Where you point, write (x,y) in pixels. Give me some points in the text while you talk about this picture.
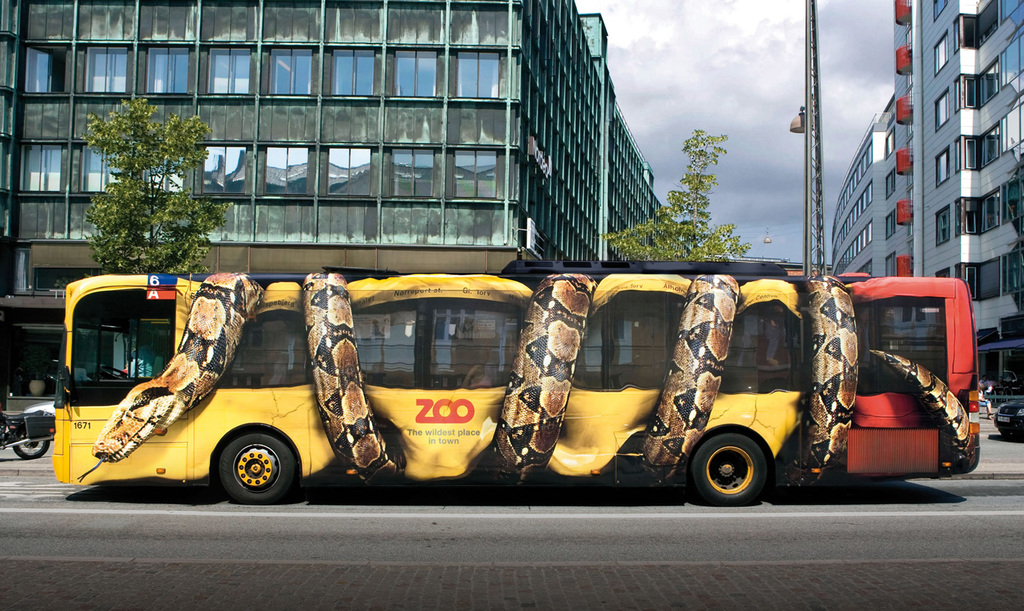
In this image we can see a vehicle (519,371). On the vehicle (340,397) we can see a painting (538,421) of a snake (351,417) and some text (422,401). Behind the vehicle (355,332) we can see few buildings (492,154) and trees (188,146). Beside the vehicle (513,273) we can see few more vehicles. At the top (702,26) we can see the sky (698,28).
